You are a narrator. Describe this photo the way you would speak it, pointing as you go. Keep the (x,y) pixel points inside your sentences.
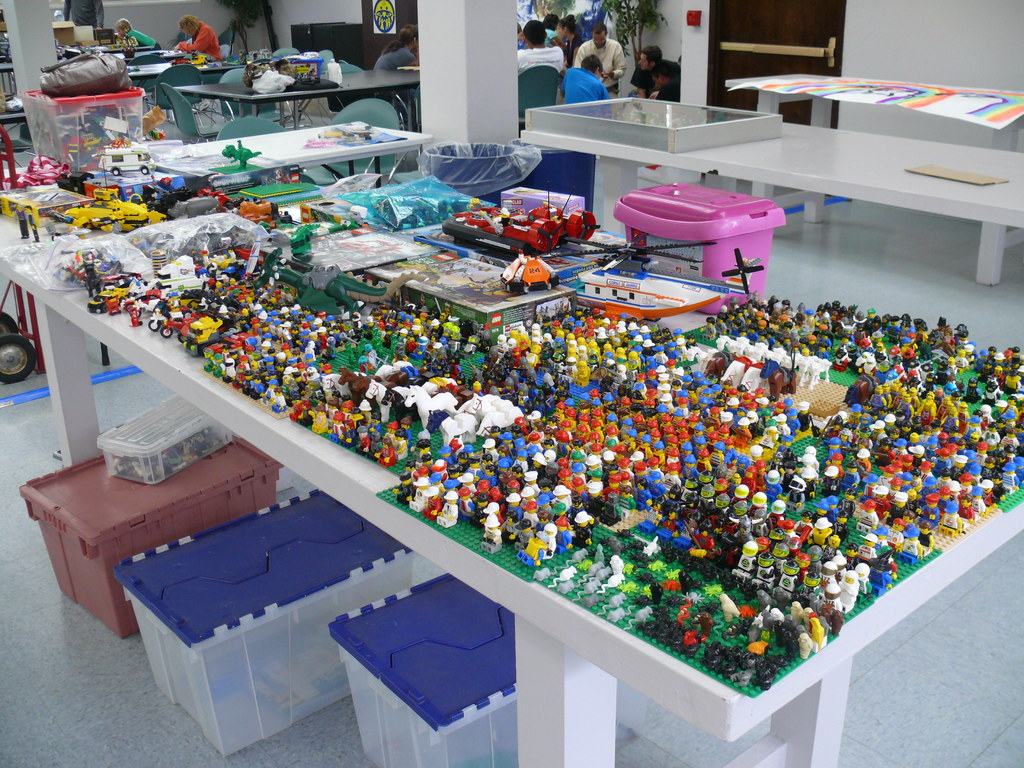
In the image there are lego toys (669,462) on a table (309,463) and below it there are three boxes (221,586) on the floor (257,748), in the back (1002,234) there are many tables (1002,234) all over the place with people (416,40) sitting around it.
